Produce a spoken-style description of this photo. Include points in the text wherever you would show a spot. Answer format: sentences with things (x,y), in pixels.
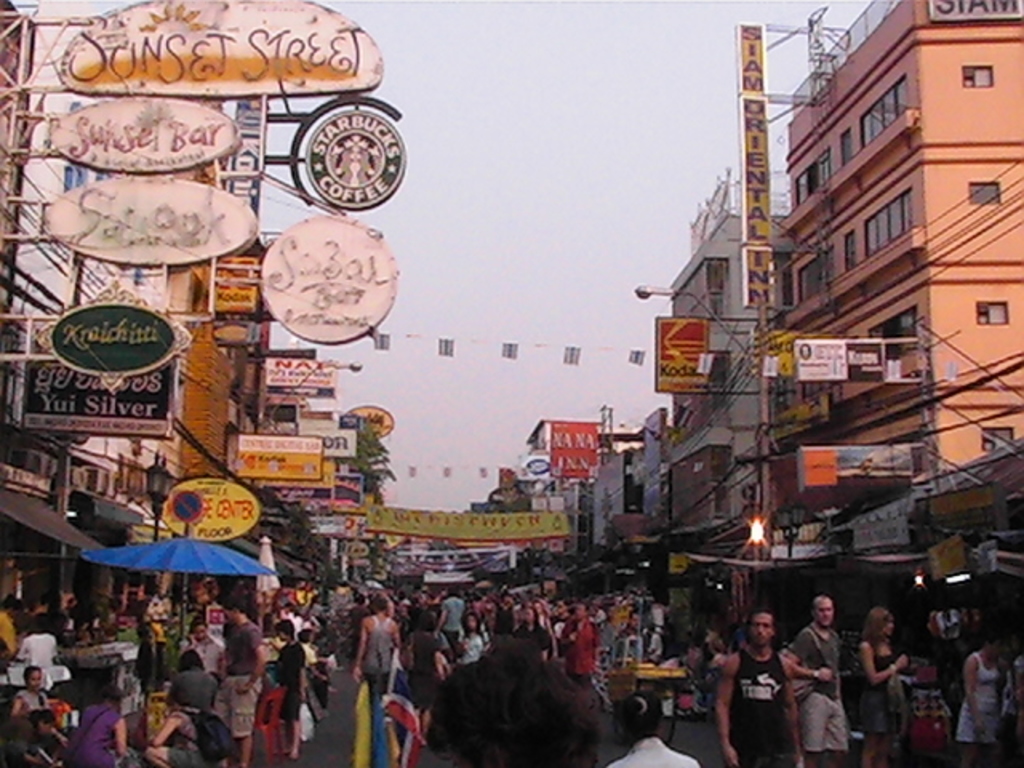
In the background (632,135) we can see the sky (597,170). On either of the road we can see the buildings (955,442), windows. In this picture we can see the hoardings (678,385), trees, banner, light poles (672,288), paper flags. We can see the people (768,760) on the road (336,764), umbrella (221,557) and few objects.
